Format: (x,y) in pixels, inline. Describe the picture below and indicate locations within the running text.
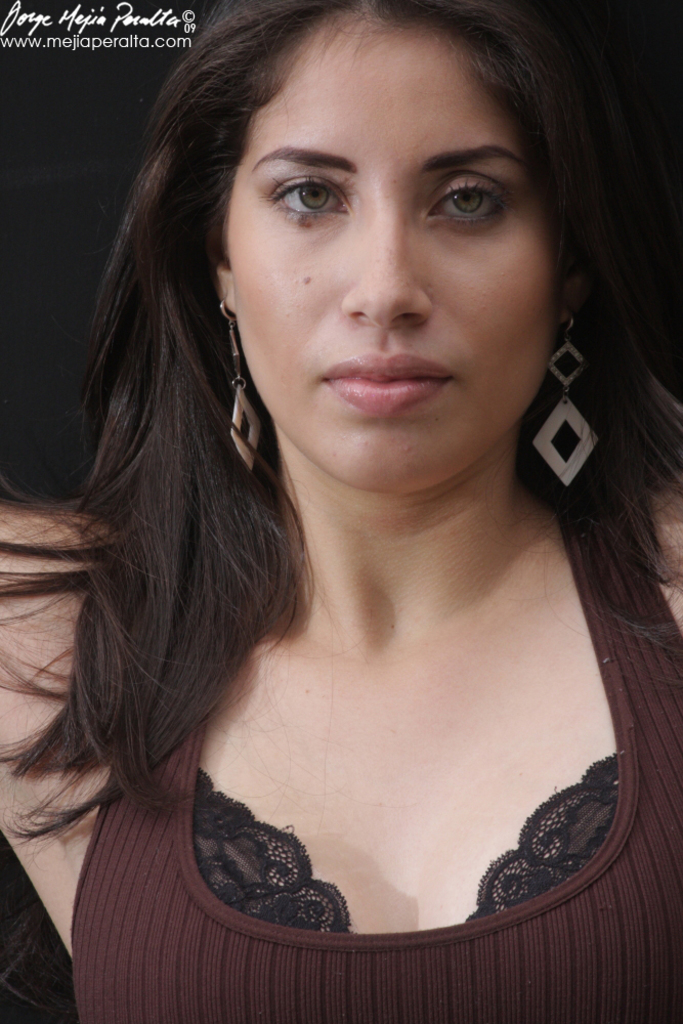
In this image we can see a lady (367,732).
